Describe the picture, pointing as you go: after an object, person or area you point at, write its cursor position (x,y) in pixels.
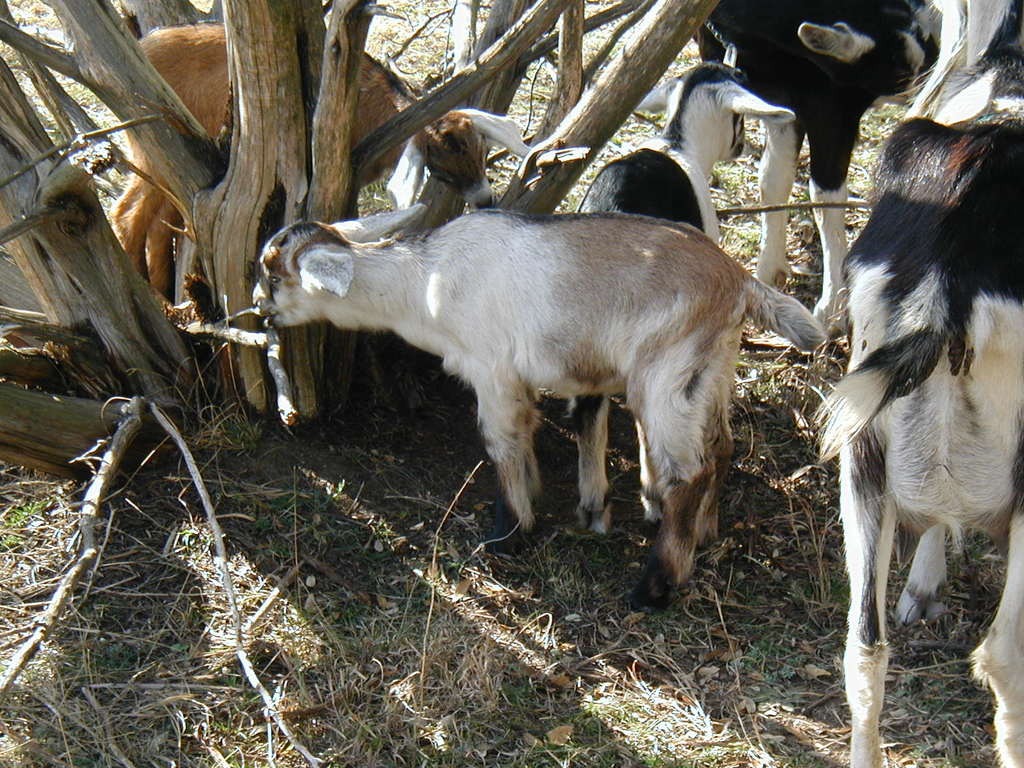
As we can see in the image there are goats (993,327), dry grass (332,582) and tree stem (222,202).
